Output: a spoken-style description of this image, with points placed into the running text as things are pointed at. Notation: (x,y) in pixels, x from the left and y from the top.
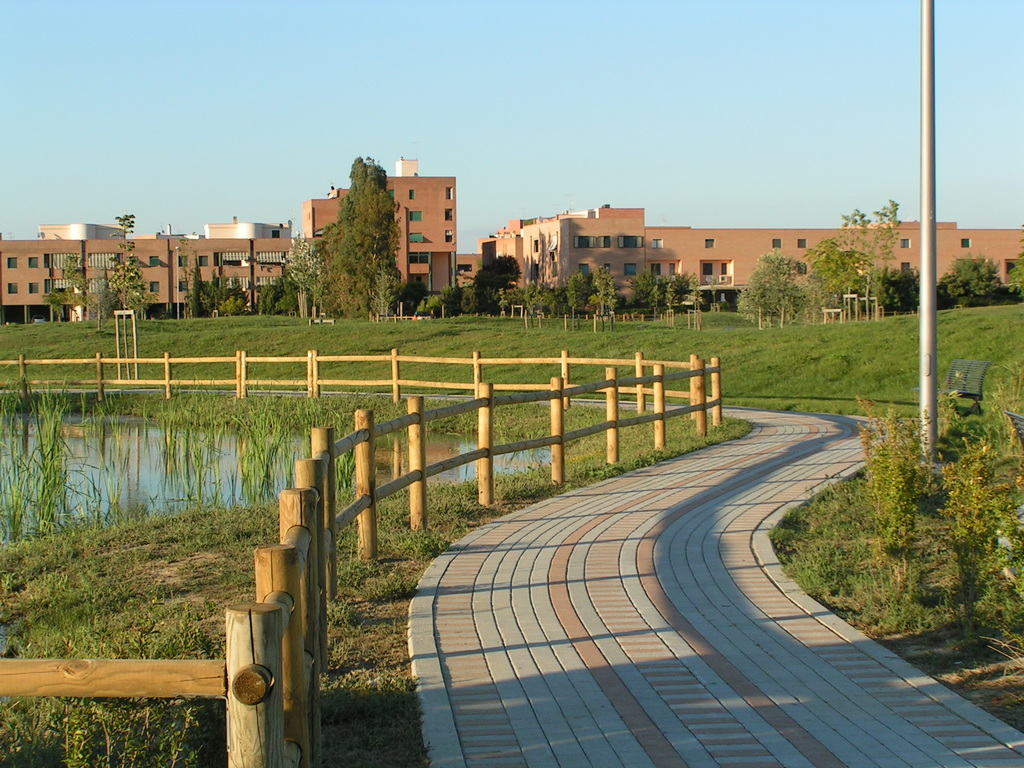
In this image I can see the path (676,657), the wooden railing (642,360), some grass (600,345), a pole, the water (149,442), few trees (304,305) which are green in color and few buildings (444,277) which are brown in color. In the background (303,80) I can see the sky (530,95).
